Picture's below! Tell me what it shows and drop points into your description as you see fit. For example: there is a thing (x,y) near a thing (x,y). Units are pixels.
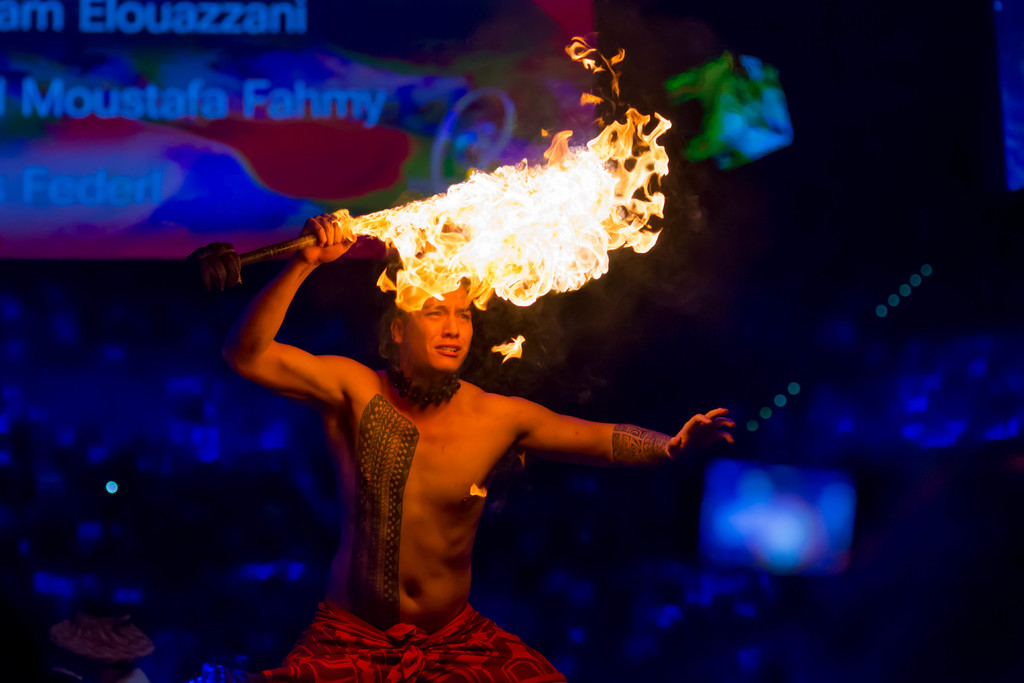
In this image, we can see a person (395,504) is holding a stick (274,254) with fire (516,248). Background (994,517) we can see blur view. Top of the image (263,115), we can see a banner (401,179). On the banner (265,138), we can see some text (157,194).
